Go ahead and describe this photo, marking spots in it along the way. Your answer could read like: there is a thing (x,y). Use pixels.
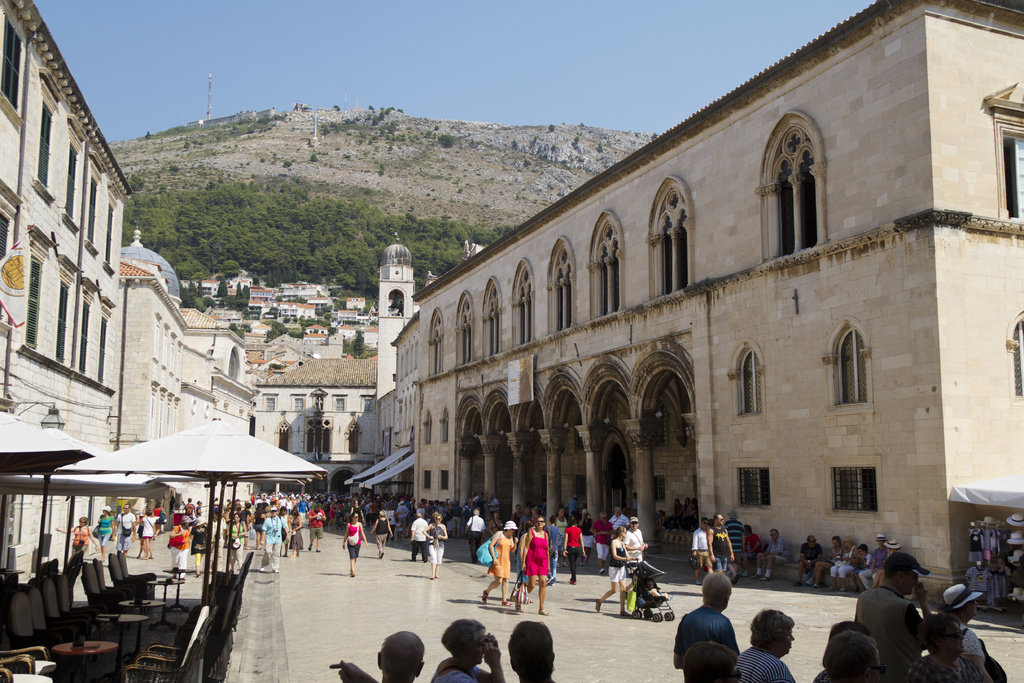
In this image we can see buildings (583,274) with windows (567,311), arches (641,405) and pillars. There are many people (576,500). Also there is a tent (221,498). There are many chairs (91,589) and tables (61,645). In the back (297,205) there is hill (289,178). Also there are trees (195,299). In the background (296,91) there is sky (439,91).
